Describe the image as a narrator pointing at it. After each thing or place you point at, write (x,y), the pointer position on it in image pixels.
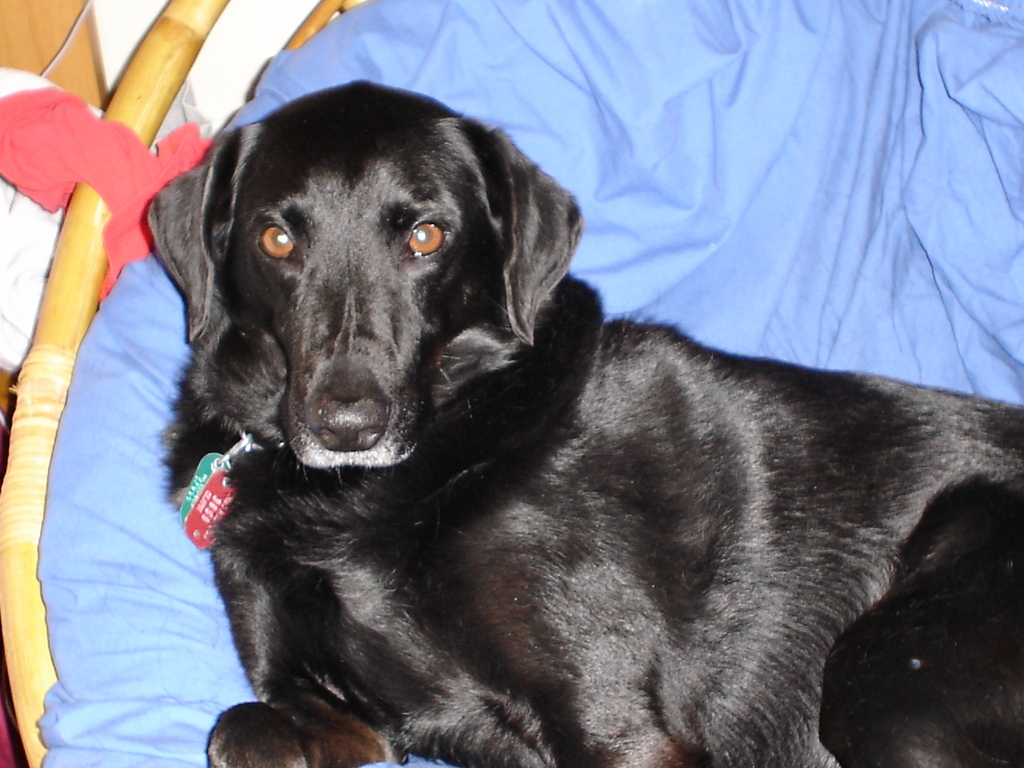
In the center of the image (457,441) we can see a dog (426,461) which is in black color is sitting on the couch (608,265).
